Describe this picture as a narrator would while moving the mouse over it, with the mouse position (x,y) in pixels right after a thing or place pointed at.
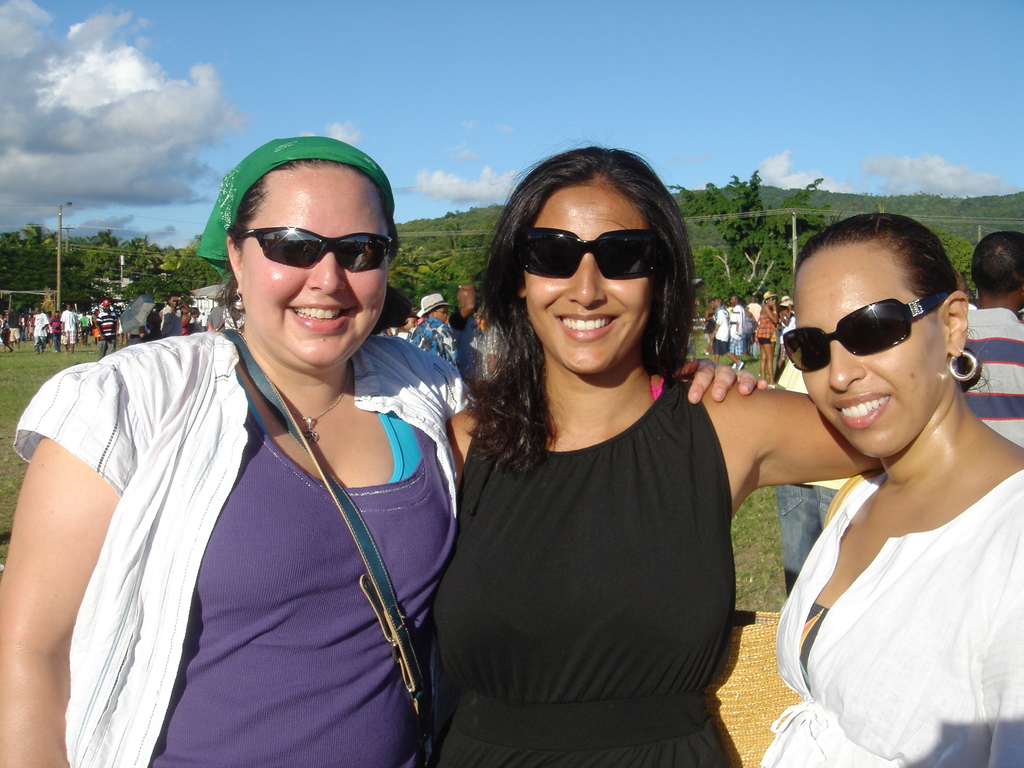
This picture shows few women (499,507) standing. They wore sunglasses (869,319) on their faces (916,357) and we see a woman (287,181) wore a cloth (329,153) to her head (262,180) and we see few people (976,326) standing on the back (1000,303) and we see trees (732,223) and a pole light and a blue cloudy sky (515,102).
